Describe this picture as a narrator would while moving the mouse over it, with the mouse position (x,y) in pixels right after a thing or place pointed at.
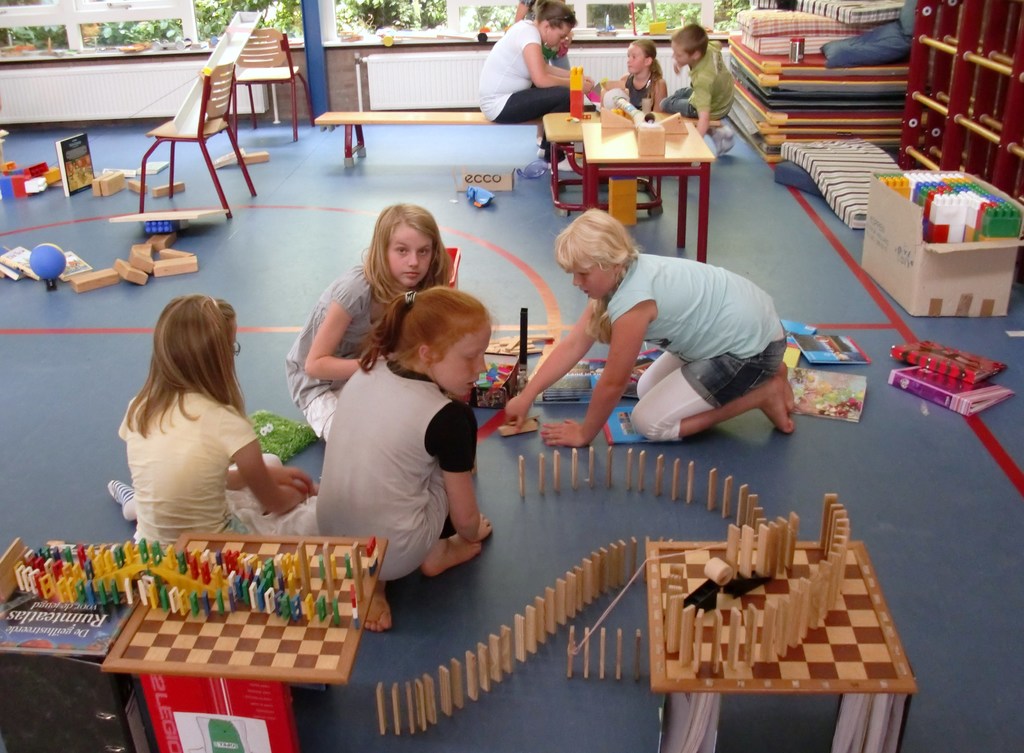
Children (348,320) are playing with toys (498,384).
